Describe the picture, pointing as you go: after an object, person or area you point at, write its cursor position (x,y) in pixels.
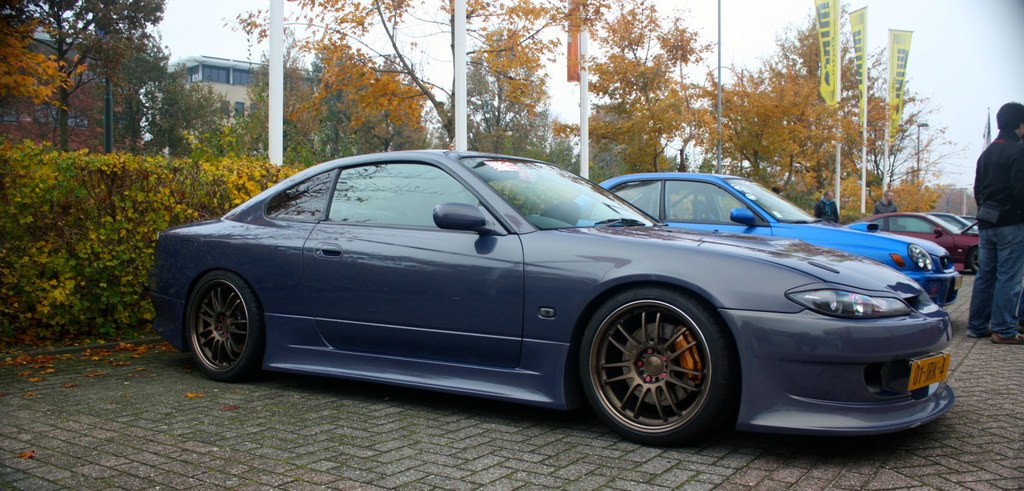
In this image I can see few cars (872,330) and I can see a person (991,285) is standing over here. In the background (813,114) I can see number of trees (342,111), number of poles (862,126), flags (896,118) and buildings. I can also see something is written on these flags (903,80).
